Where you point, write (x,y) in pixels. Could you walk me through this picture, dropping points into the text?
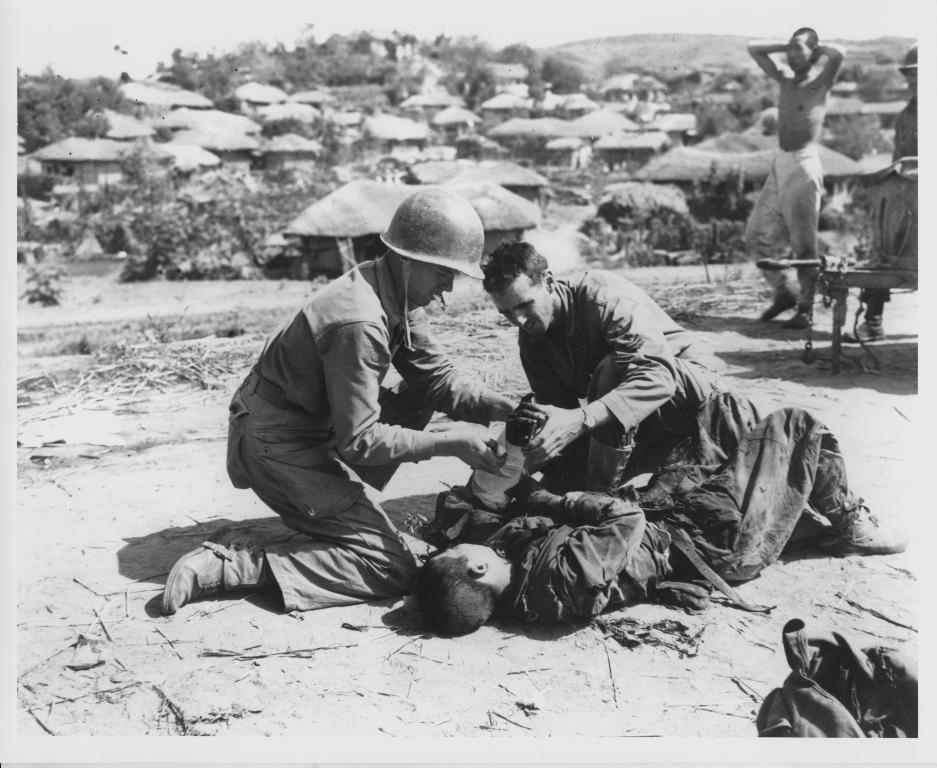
In this image we can see a man (871,516) lying on the ground (496,635) and there are two people (507,414) sitting and bandaging his arm (515,465). In the background (534,223) there are huts (521,134) and trees (181,246). On the right (794,300) we can see people (789,209) standing and there is a gun (854,284).
